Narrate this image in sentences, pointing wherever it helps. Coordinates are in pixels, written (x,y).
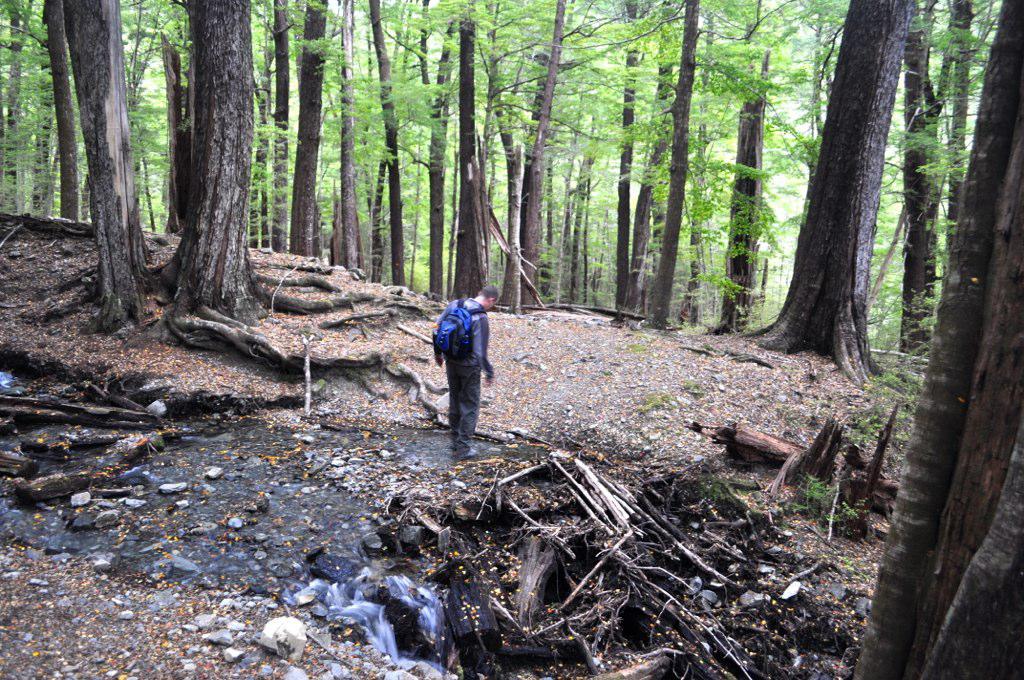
In this image we can see a person (483,303) wearing a backpack (465,338) is standing. Here we can see water (448,452), wooden logs (462,581), stones (832,588) and many trees (1006,288).
